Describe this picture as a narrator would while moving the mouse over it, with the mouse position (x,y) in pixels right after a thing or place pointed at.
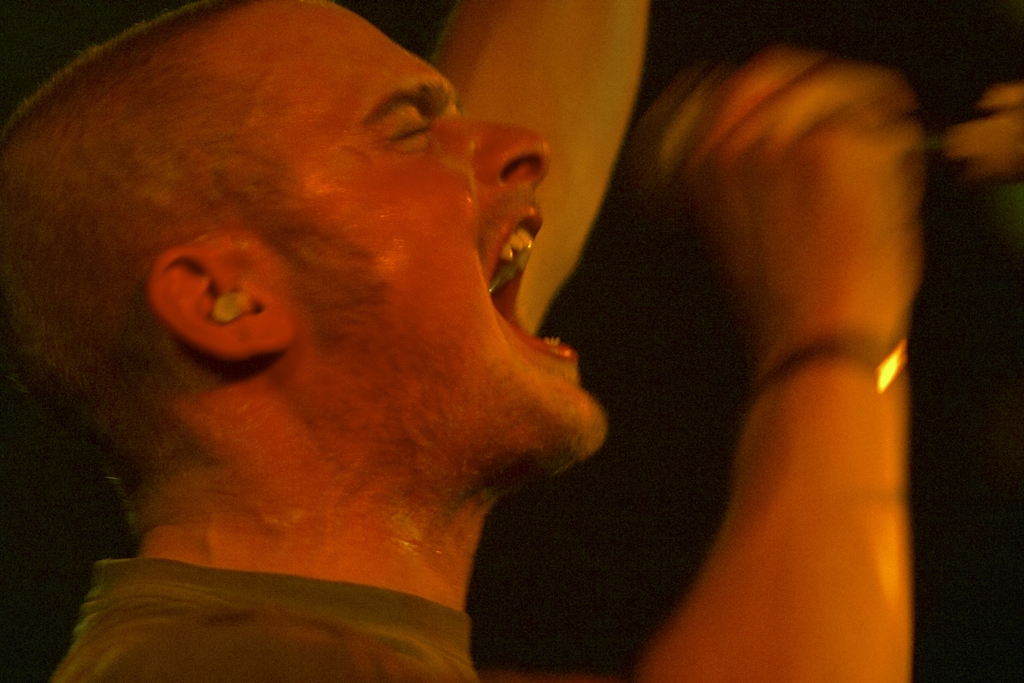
In the foreground of the image (495,415) there is a person (498,233) holding a mic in his hand (793,236).
